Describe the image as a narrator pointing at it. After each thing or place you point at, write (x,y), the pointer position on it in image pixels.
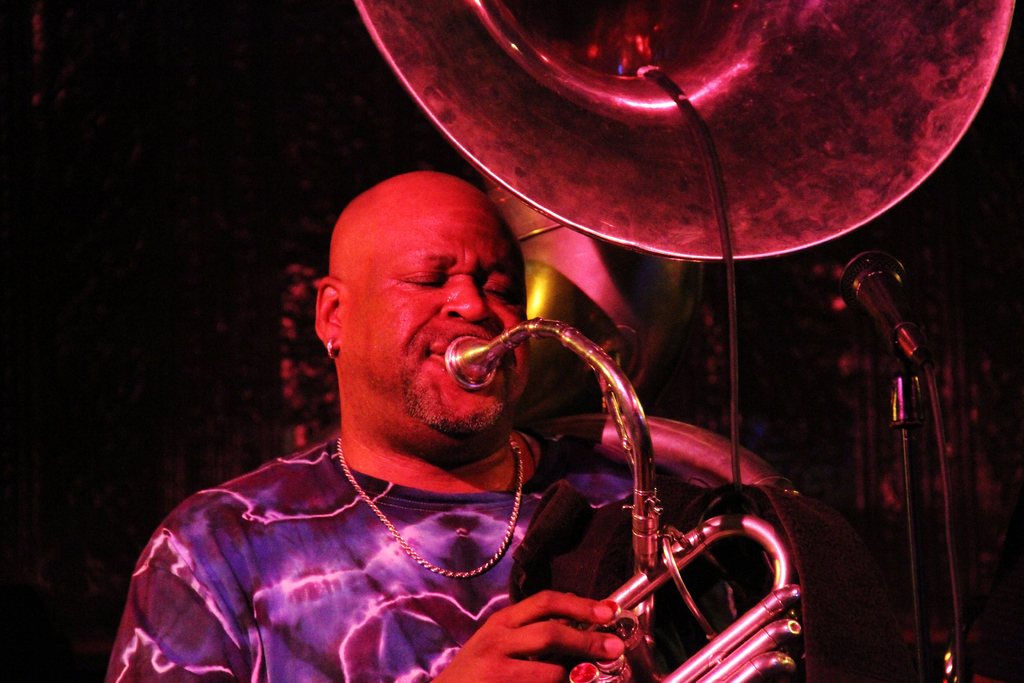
In this image there is a man (496,563) playing sousaphone (699,616). He is wearing a chain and earring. In front of him there is a microphone (884,313) and microphone stand (919,547). The background (215,192) is dark.
